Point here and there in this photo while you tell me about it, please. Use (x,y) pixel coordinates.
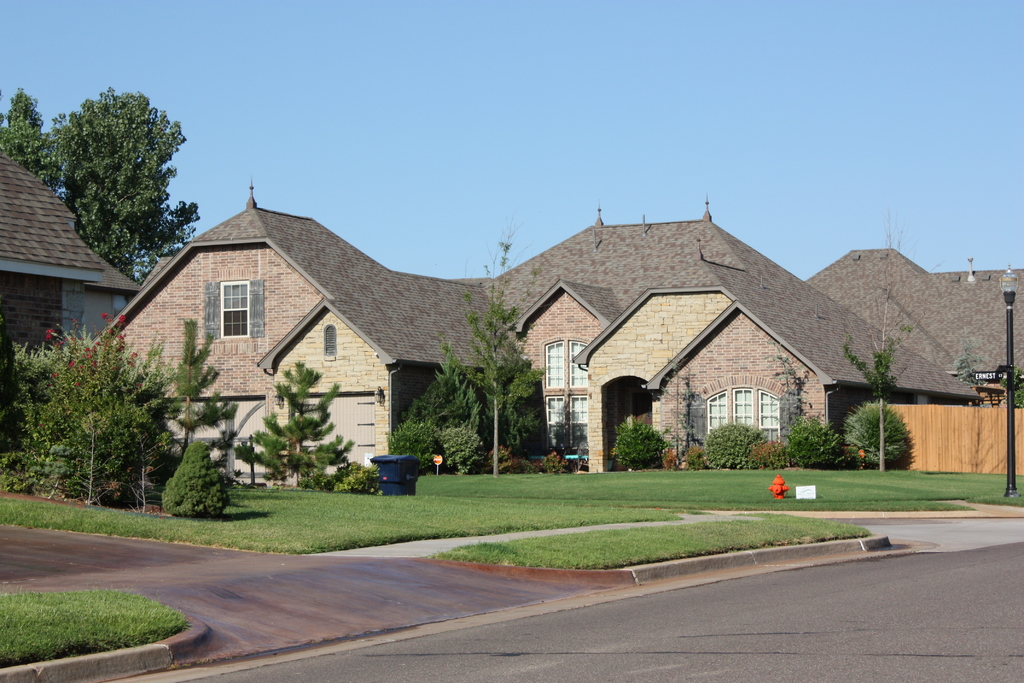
These are the houses (541,338) with the windows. I can see the trees (288,430) and bushes (213,509). This looks like a fire hydrant (779,498), which is red in color. Here is the grass (408,527). I think this is a dustbin (405,484). Here is the sky (466,82). This looks like the road (712,637). on the right side of the image (978,439), I can see a light pole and the wooden fence (954,453).
